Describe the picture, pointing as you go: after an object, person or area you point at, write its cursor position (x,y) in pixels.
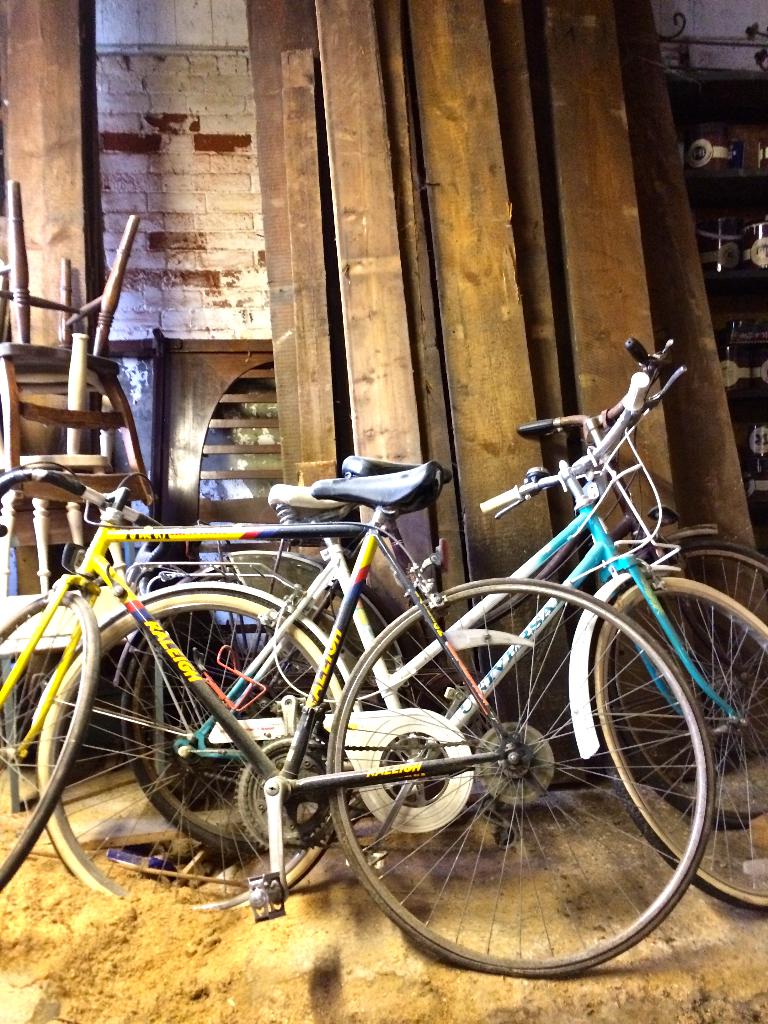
In this image we can see three bicycles (705,553) on the ground (176,963), a few chairs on the left side of the image (55,507), some wooden objects (420,110) near the wall (128,110), some objects (758,332) in the wooden cupboard (758,281) on the right side of the image (766,367), one wall (763,19) in the background (159,50), some sand (152,970) on the bottom of the image (166,953) and some objects (698,136) in the background (163,463).
